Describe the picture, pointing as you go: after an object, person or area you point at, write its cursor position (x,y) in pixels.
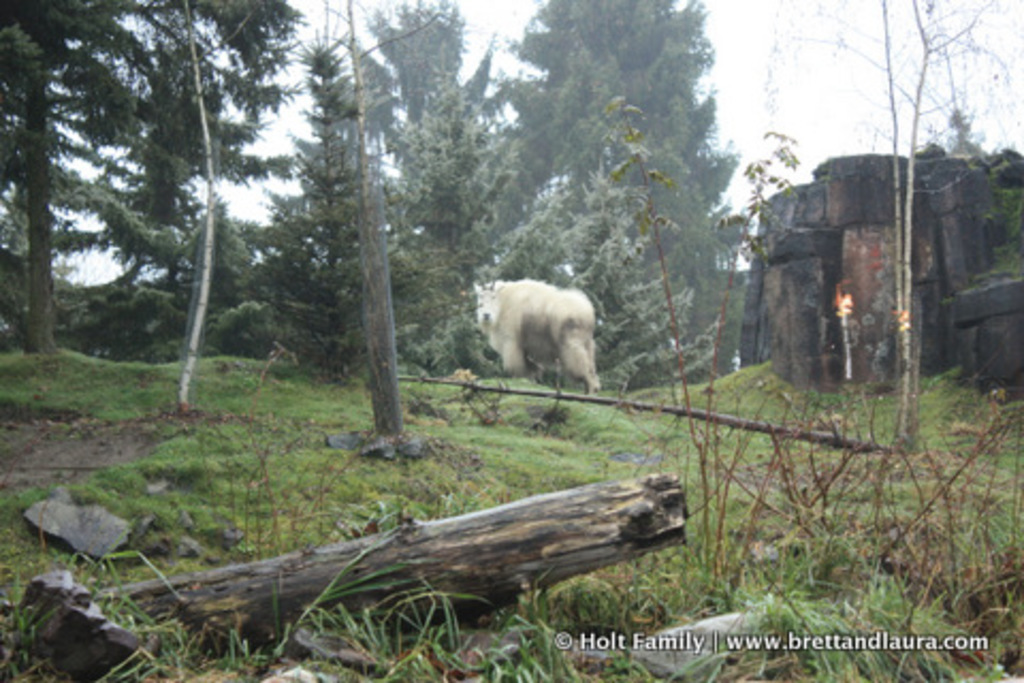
In this image at the bottom (443,599) there is grass (764,581) and some rocks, and there are some wooden sticks (286,559). In the center (522,337) there is an animal (522,337), and on the right side of the image (860,232) there is wall (829,202) and some plants (894,231) and in the background (687,161) there are trees (172,131). At the top (365,45) there is sky (876,113).
